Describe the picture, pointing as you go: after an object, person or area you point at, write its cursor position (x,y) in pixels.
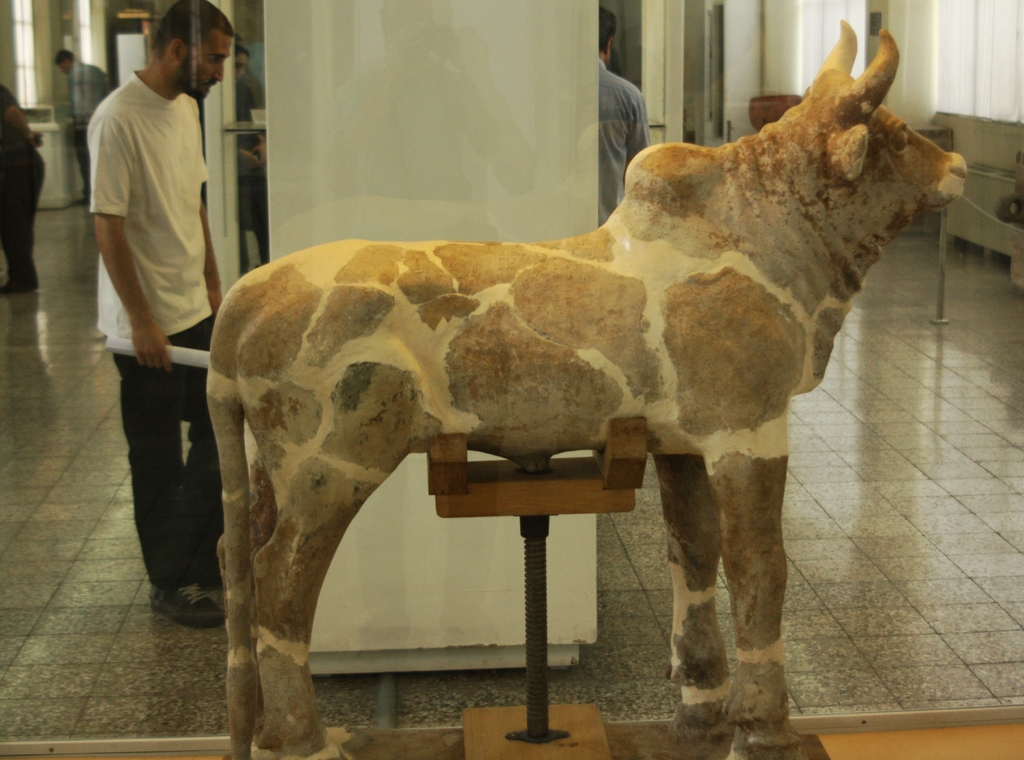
In this picture, we see the statue (490,295) of the cow (544,458). Beside that, we see a white pillar (339,158). The man (154,162) in white T-shirt (143,128) is standing beside the pillar (332,77). Behind him, we see people (604,92) standing. On the right side (799,27), we see pillars (917,72) and windows (942,103). This picture might be clicked in the museum.
